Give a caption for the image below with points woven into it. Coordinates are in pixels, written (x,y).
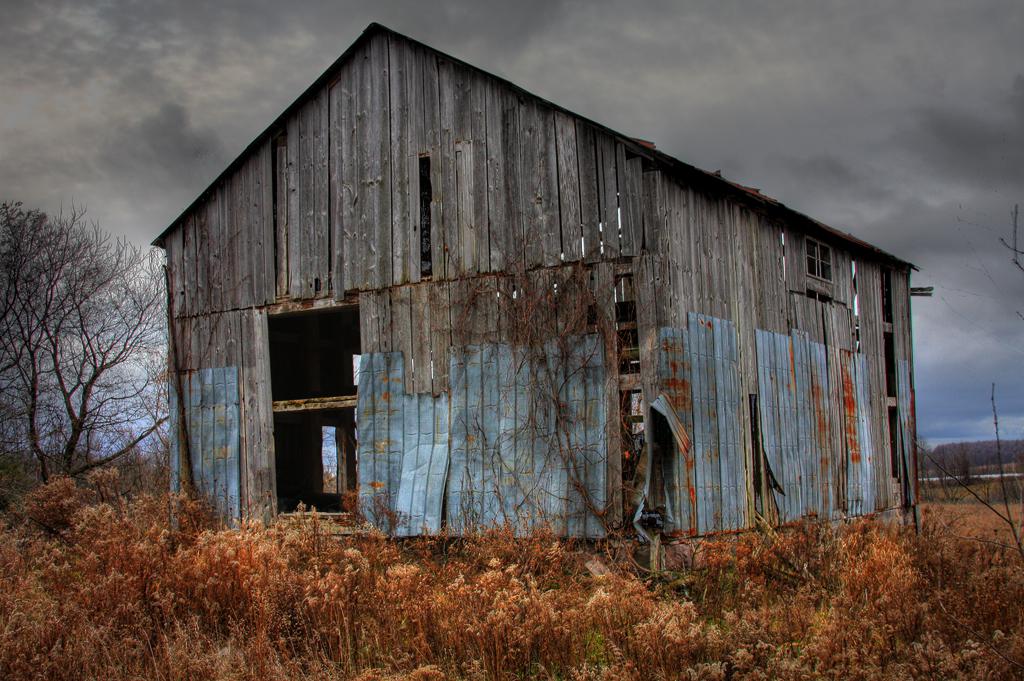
In this image there is a wooden house (394,379), in front of the house (508,392) there is dry grass (277,573), beside the house (333,308) there is dry tree (160,427), in the background of the image (980,462) there are mountains (966,460), at the top of the image (866,123) there are clouds (913,121) in the sky (104,107).
